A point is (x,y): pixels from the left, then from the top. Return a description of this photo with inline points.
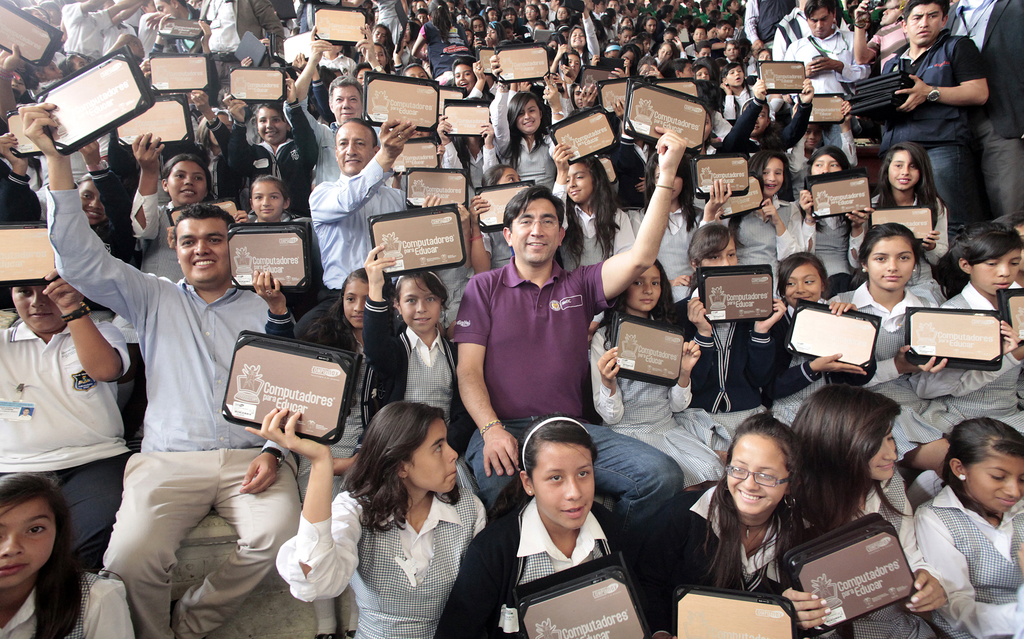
In this image we can see people (265,215) holding boards (266,102).
